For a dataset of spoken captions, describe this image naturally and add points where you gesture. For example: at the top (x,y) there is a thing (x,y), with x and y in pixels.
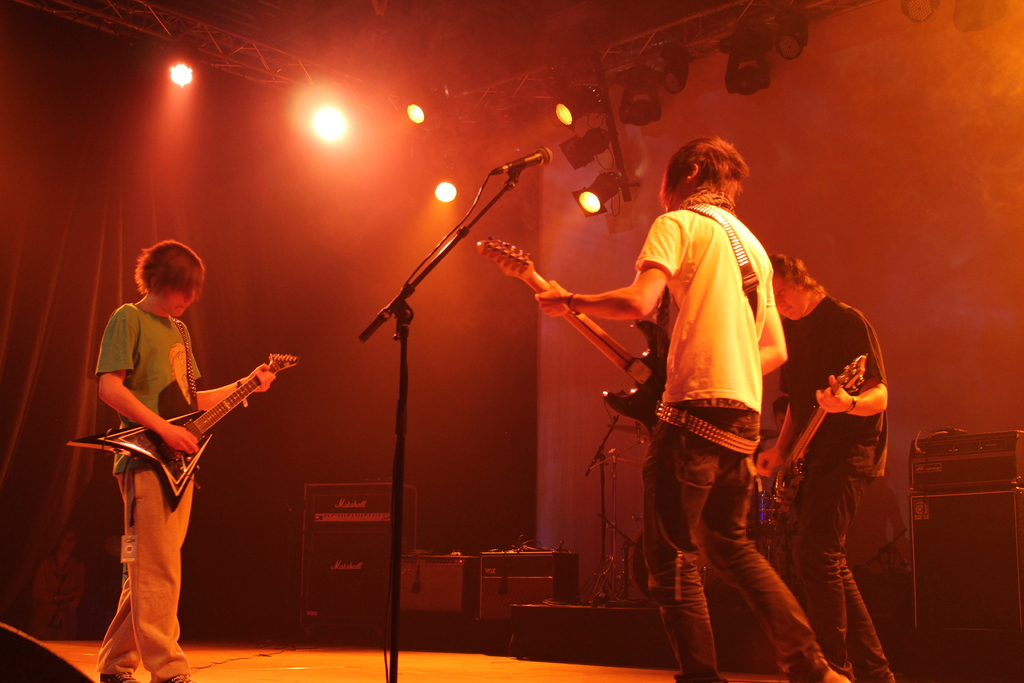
Here we can see three men (743,298) playing guitars (134,441) with microphone (530,162) in front of them there are colorful lights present and there are other musical instruments (948,443) present here and there
